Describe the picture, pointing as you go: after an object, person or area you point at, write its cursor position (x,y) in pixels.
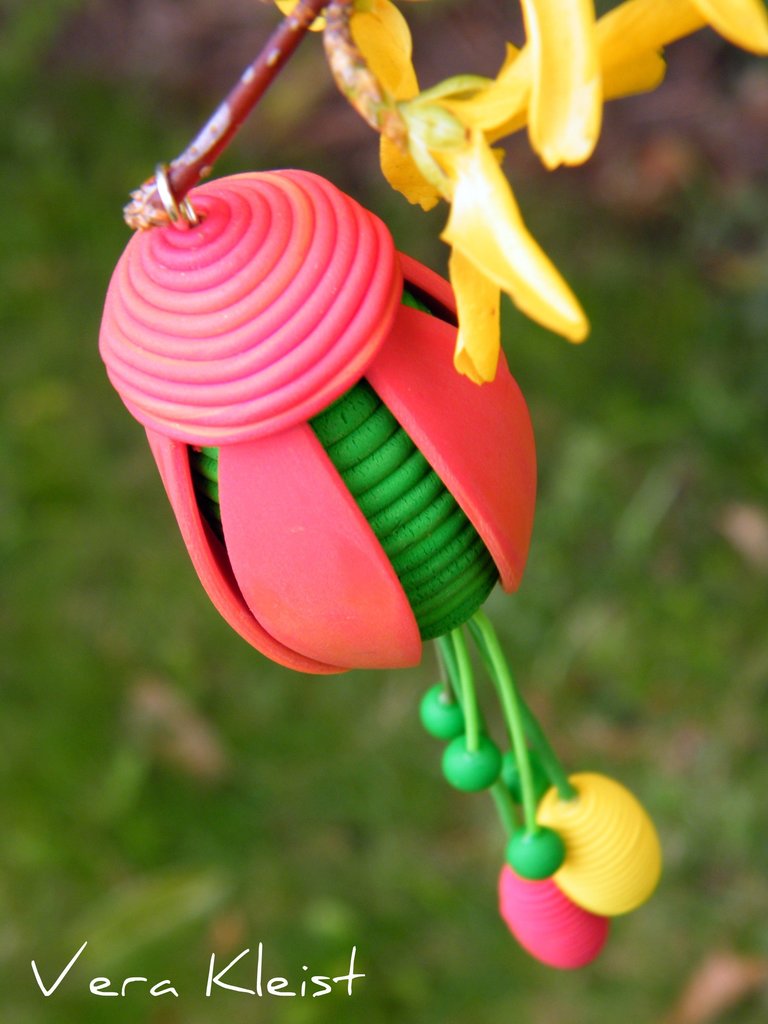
In this image I can see some object (419,522) in pink and green color, few flowers (481,247) in yellow color and I can see the green color background (8,504).
